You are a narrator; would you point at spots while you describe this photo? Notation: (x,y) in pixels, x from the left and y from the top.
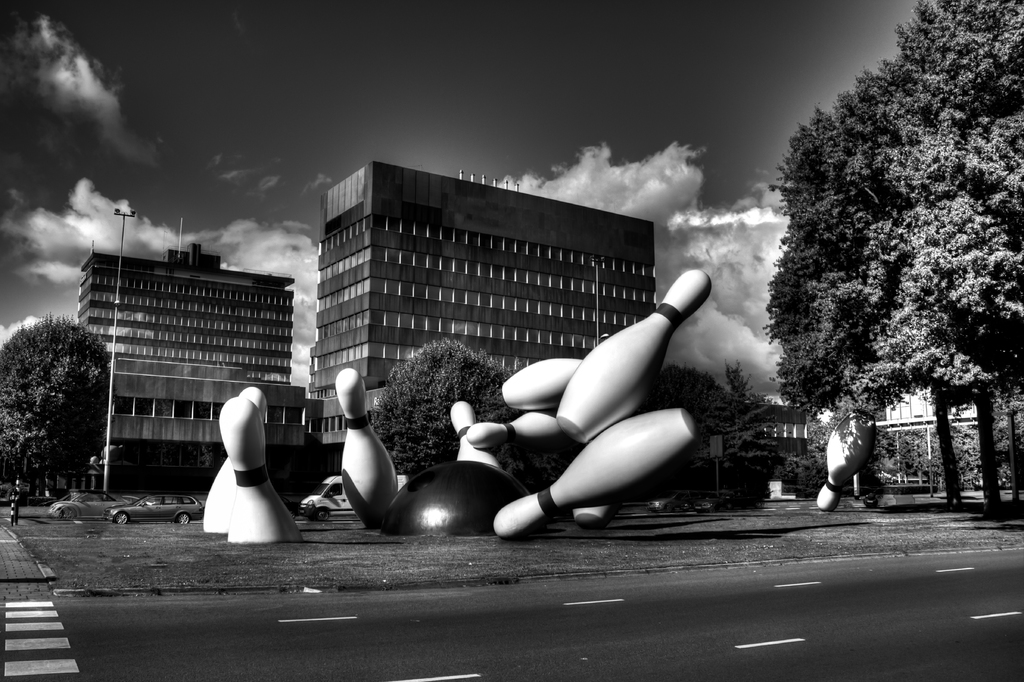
In this picture we can observe large bowling pins (345,461). There is a road (522,612). We can observe trees (70,402) and a pole (110,392). In the background (203,360) there are buildings (422,286) and a sky (215,49) with some clouds (168,245).
